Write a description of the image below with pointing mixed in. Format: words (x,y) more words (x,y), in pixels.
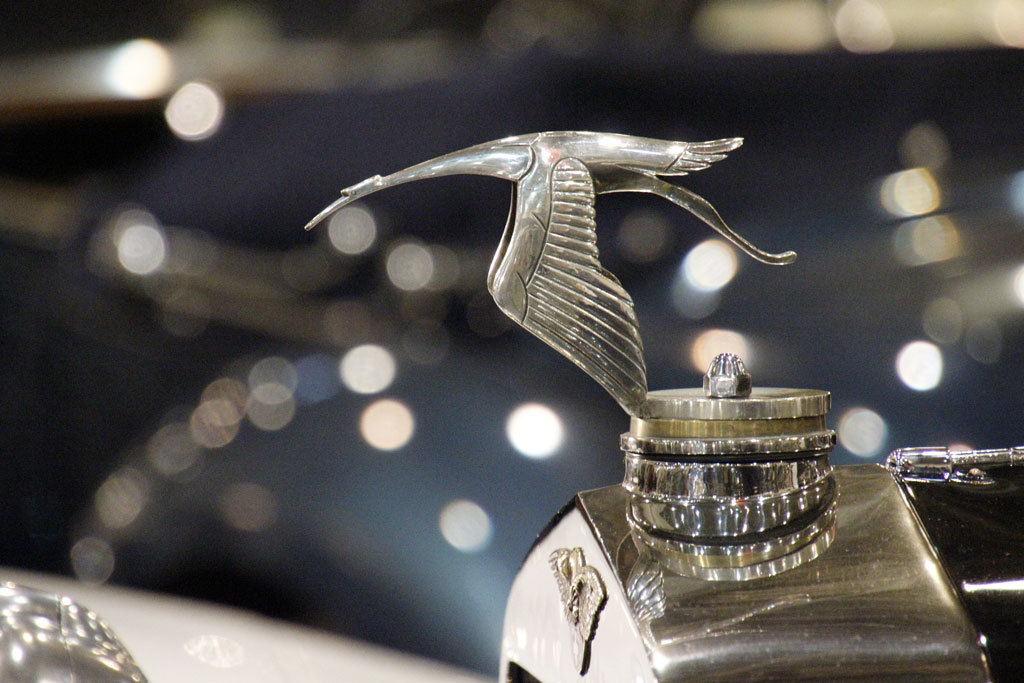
In the middle of this image (546,282), there is a statue of a bird (582,143) arranged on the edge of a device (630,431). On the left side (59,612), there is an object (17,625). In the background (135,72), there are lights (131,86) arranged. And the background (128,247) is blurred.
